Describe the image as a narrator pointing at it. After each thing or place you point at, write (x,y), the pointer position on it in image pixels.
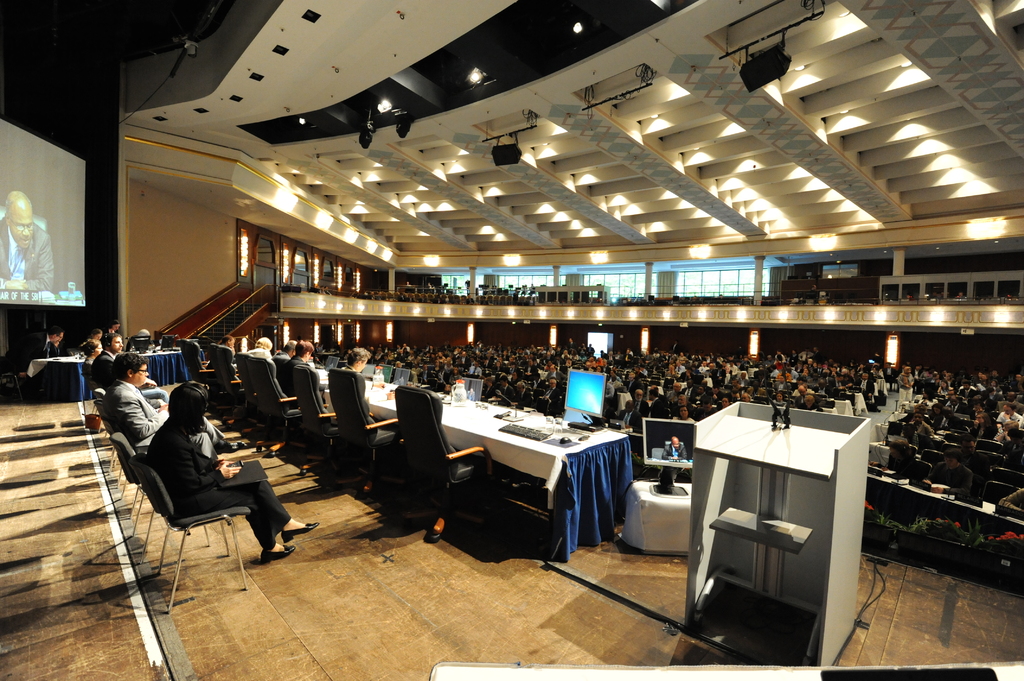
In this picture there are group of people (719,357) who are sitting on the chair (936,464). There is a computer (587,394), keyboard (515,427), glass (446,399) and other objects (462,398) on the table (535,446). There is a podium (760,441) and mic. There is a screen (15,248) and lights (461,152) to the roof (685,220).
